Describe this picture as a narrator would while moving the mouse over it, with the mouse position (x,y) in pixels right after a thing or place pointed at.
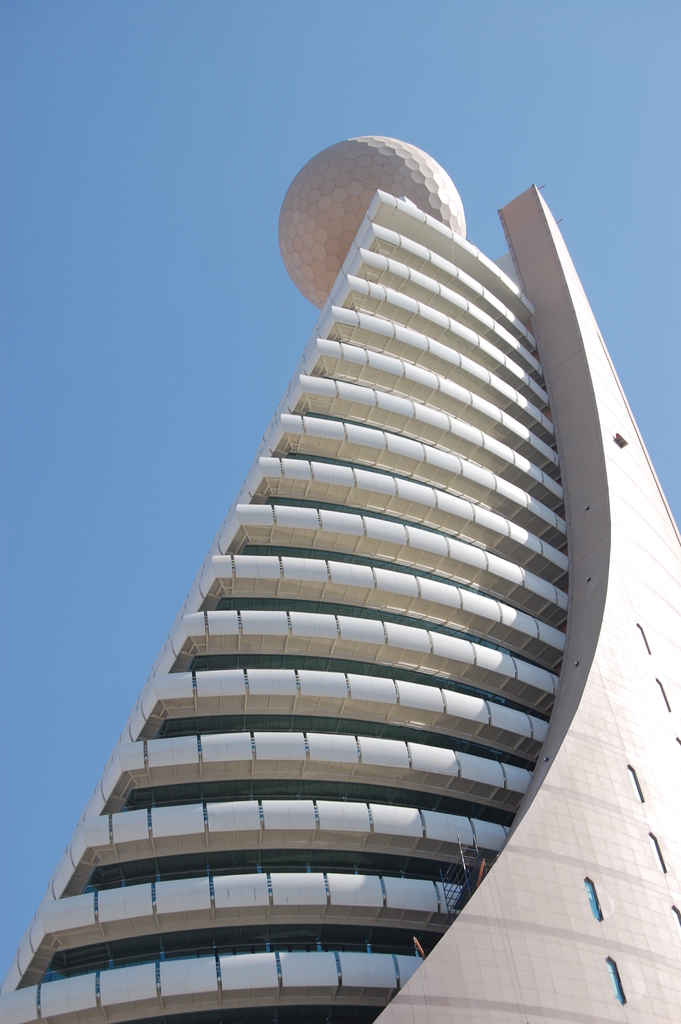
In this picture there is a skyscrapers (435,270) in the center of the image (307,372), there is a circle model (425,171) at the top of it.
